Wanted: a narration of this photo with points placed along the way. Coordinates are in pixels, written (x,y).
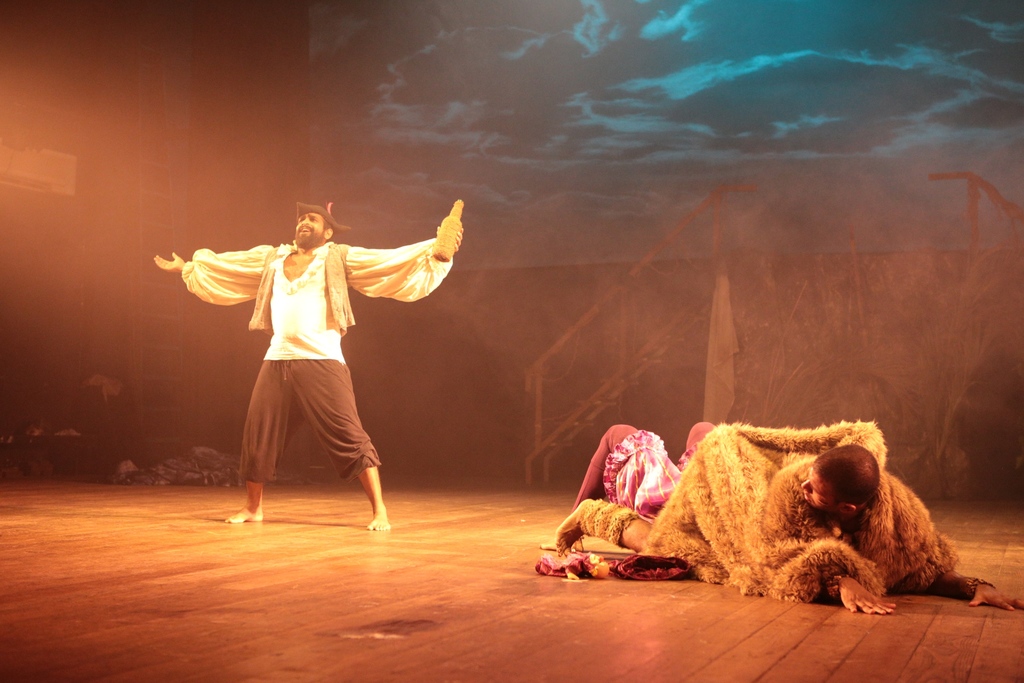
This is a picture of a stage performance. On the right (736,557) there are two people (720,539), on the stage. On the left (314,294) there is a person (274,363) standing. In the background (603,362) there are staircase (654,314), clothes (196,471), ladder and a scenery board (654,148).
